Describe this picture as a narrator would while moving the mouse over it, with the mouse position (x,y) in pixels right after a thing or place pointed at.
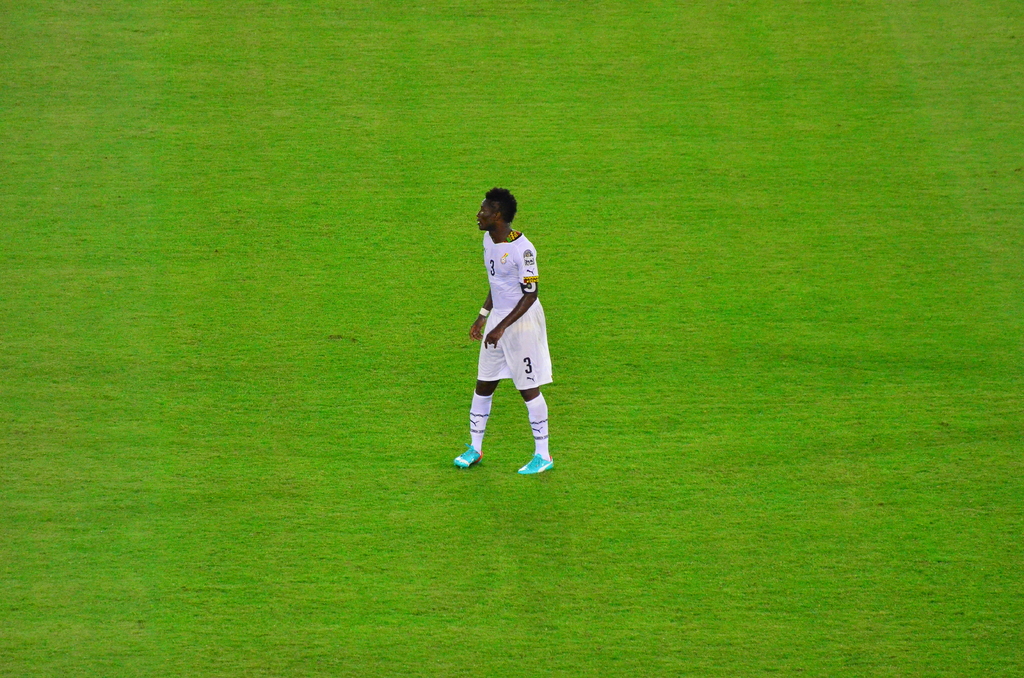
In this picture there is a man (541,454) with white t-shirt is standing. At the bottom (422,477) there is grass (345,485).
